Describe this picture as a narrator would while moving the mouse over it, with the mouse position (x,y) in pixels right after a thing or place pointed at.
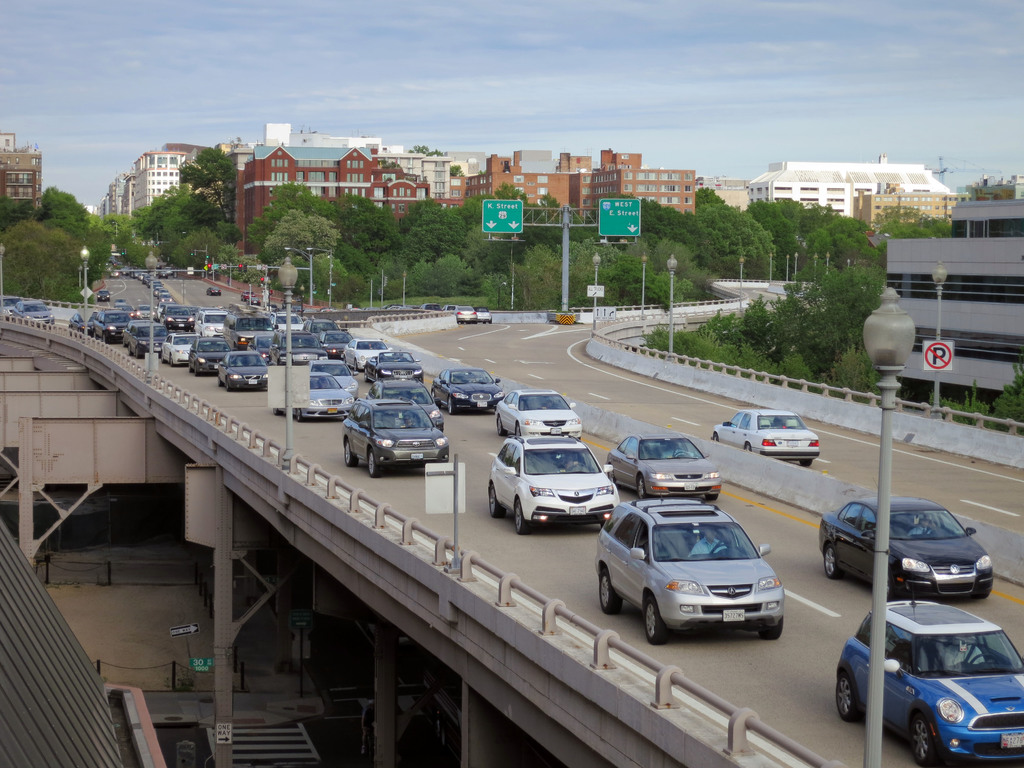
In this image in the center (575,481) there are cars (590,475) moving on the road (751,529). In the background (264,234) there are buildings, trees (554,241) and there are poles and there are boards (513,228) with some text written on it and the sky (782,82) is cloudy. At the bottom of the bridge (370,587) there are poles (223,559).
